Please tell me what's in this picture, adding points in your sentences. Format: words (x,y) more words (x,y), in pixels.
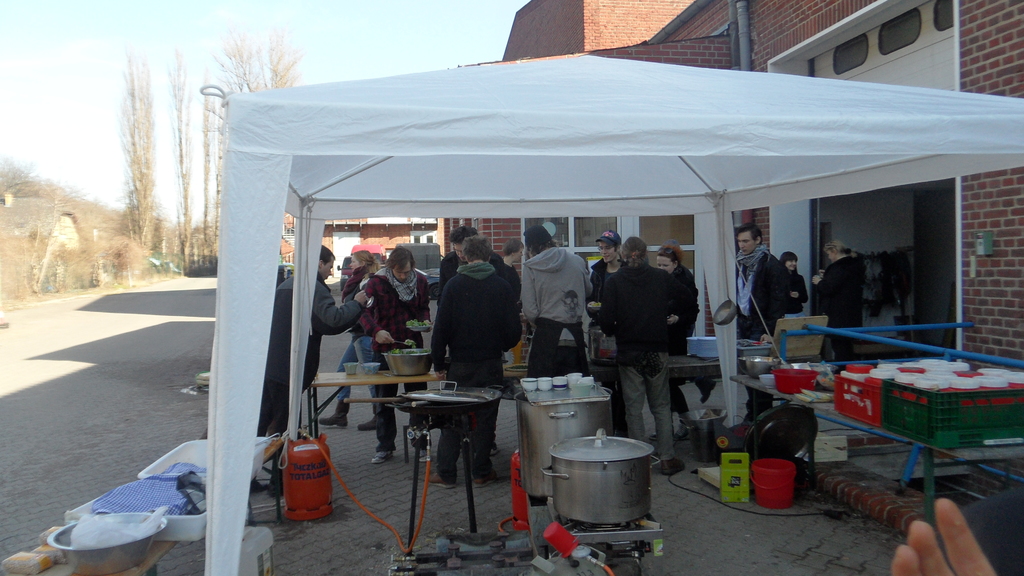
In the front of the image (774,136) I can see a white tent (360,167). Under the tent (332,190) there are people (331,308), tables (693,371), cylinders (307,474), pipe (336,477), containers (641,497), baskets (893,420), bucket (780,467) and objects (778,414). In the background of the image (921,320) there are buildings (810,3), trees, vehicles (423,259) and sky (362,40).
